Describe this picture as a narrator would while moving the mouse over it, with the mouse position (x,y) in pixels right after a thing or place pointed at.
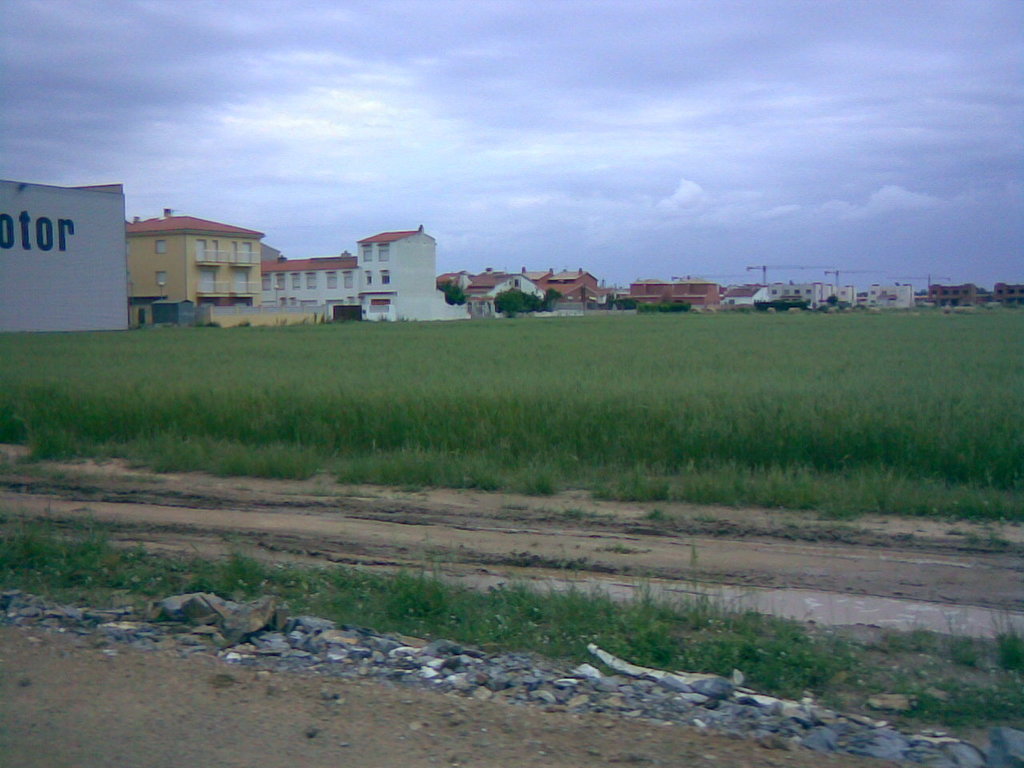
These are the buildings (433,286) with the windows (296,286). In the background (751,270), I can see the tower cranes (765,276). These are the rocks (797,730). I think these are the fields (633,393). Here is the sky (615,108).
